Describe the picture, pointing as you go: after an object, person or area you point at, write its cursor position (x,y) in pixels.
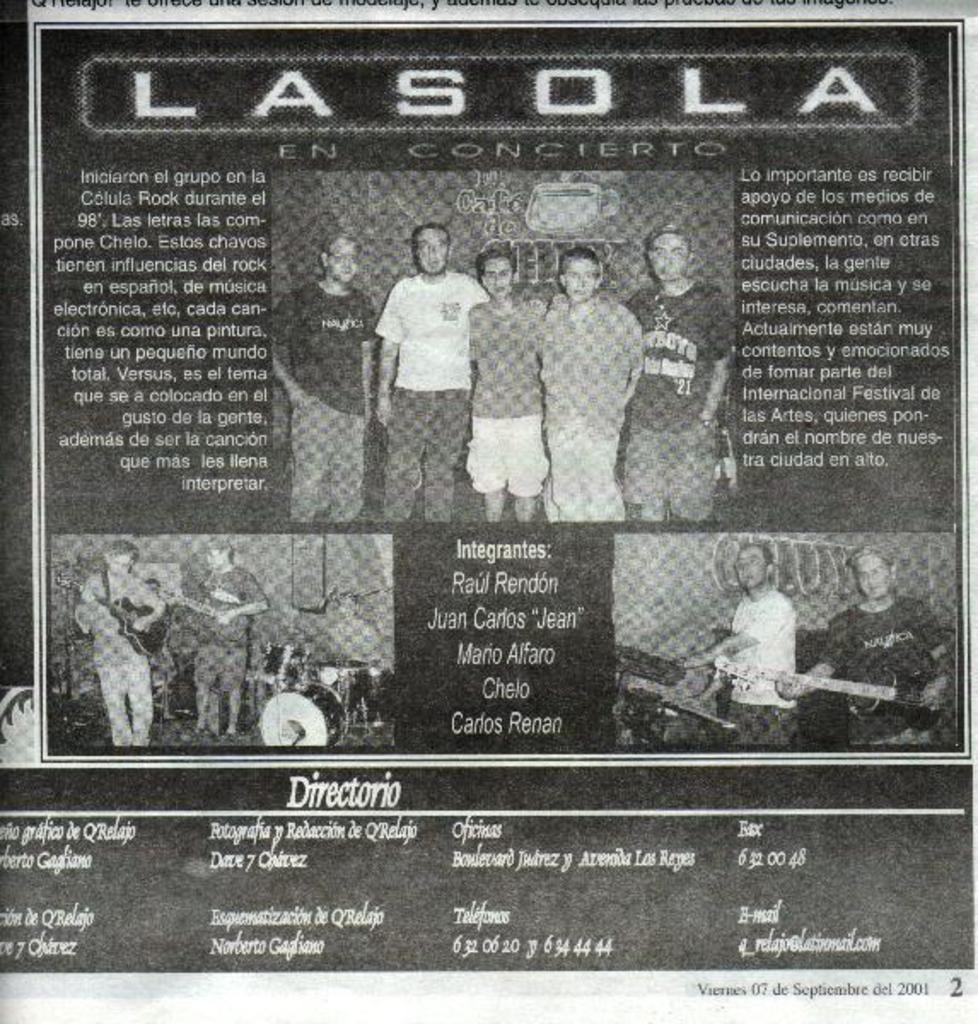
I see this is a black and white image and I see there are many words (805,279) written and I see pictures (374,436) of persons (774,648) and I see few of them are holding musical instruments (706,712) in their hands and I see the numbers (918,993) over here.
